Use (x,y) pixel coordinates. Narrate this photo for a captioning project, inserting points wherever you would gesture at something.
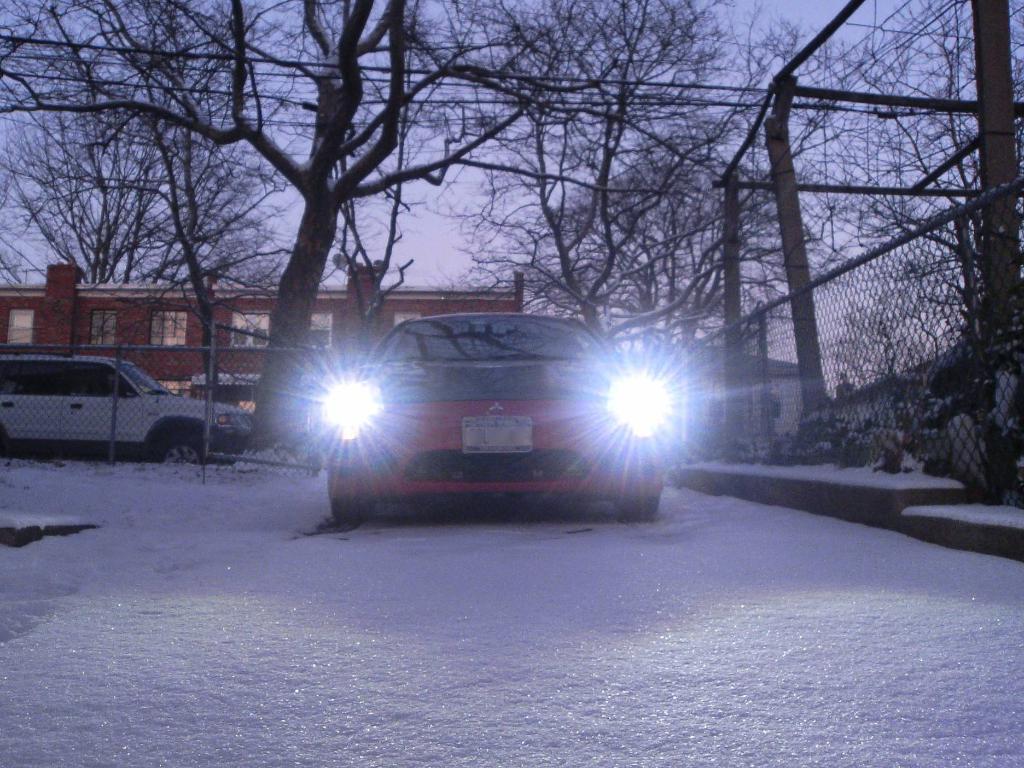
In the image there is a car (513,487) and around the car (654,434) there is a lot of ice (682,534), in the background (115,391) there is a vehicle (72,388), trees (304,250) and a building (237,290).
